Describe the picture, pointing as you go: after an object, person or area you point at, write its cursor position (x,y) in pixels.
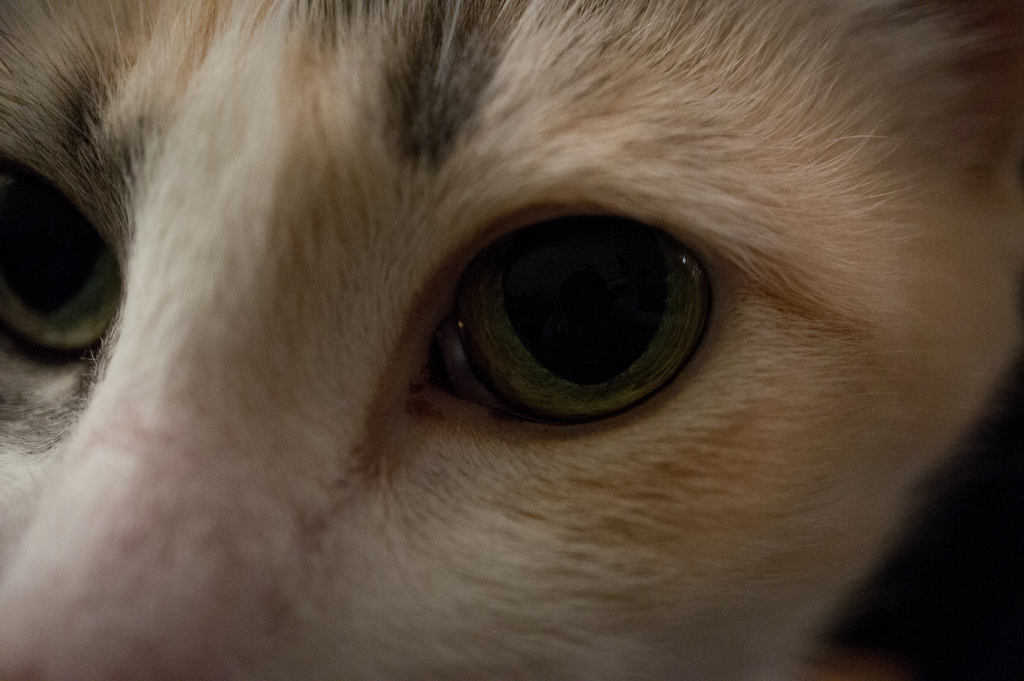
In this picture we can see an animal face (900,249) and eyes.
